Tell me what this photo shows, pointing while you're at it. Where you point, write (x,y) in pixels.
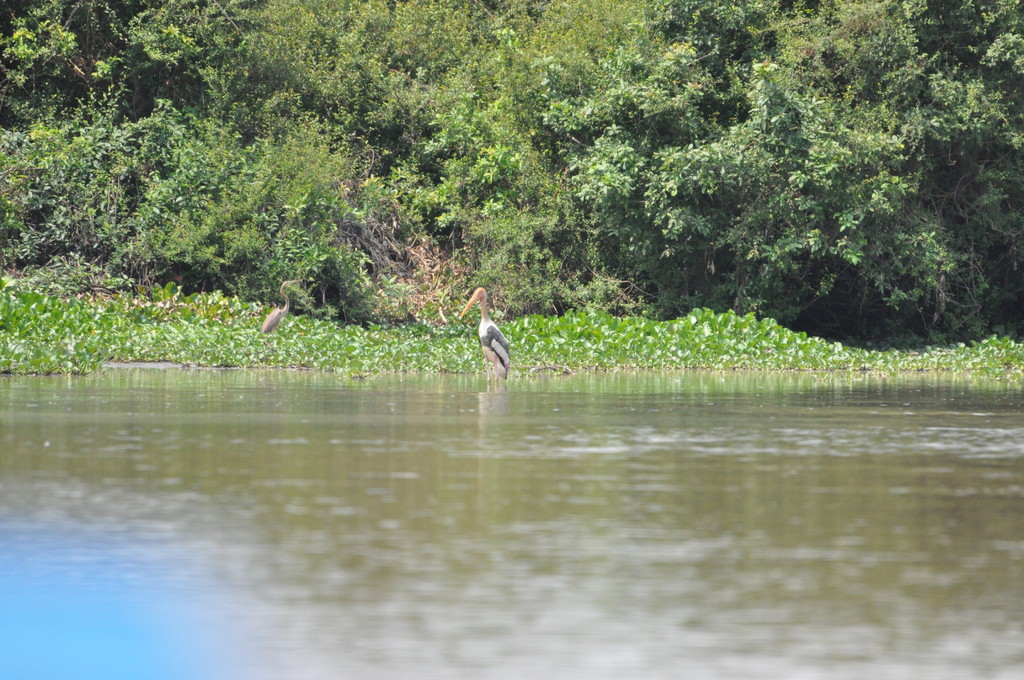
In this image we can see some birds (488,354) in the water (442,387). We can also see some plants (263,336) and a group of trees (585,174).
